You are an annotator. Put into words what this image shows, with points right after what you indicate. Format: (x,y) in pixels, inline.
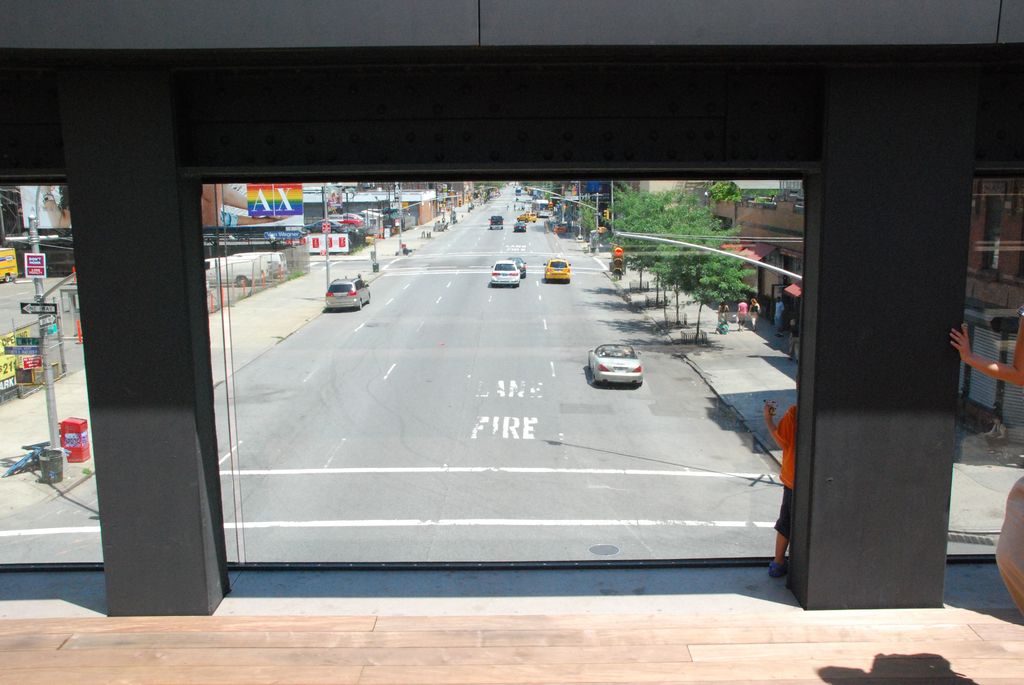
In this picture we can see the view of the road (511,404). In front there are some cars (495,274) moving on the road (635,389). On the right side (686,263) there are trees (705,240) and brown color building (767,221). On the left side (316,209) we can see some shops (366,201) and buildings (408,191). In the front (215,167) bottom side there is a concrete pillar (928,551) and wall (991,70).
